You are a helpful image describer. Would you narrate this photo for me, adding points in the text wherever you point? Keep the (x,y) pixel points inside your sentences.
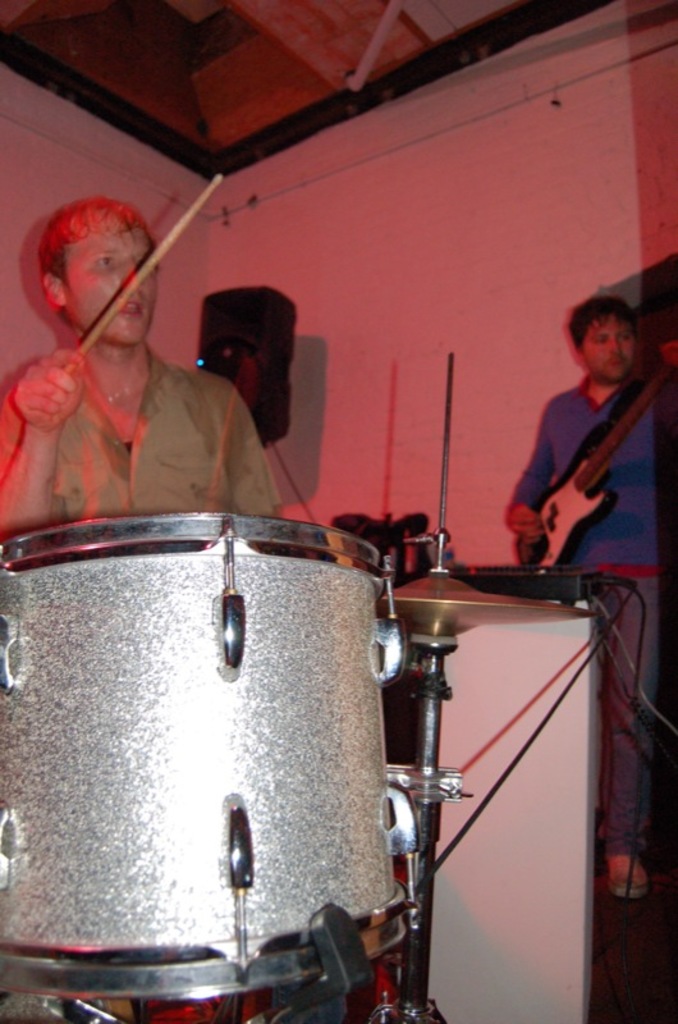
In this image on the left side (82,316) there is one person (96,364) who is standing and he is holding a stick (123,297) it seems that he is drumming in front of him there is one drum (156,668). On the right side (643,555) there is one person (591,376) who is standing and he is holding a guitar (581,497). On the top of the image (357,195) there is wall (354,188) and on the middle of the image (270,376) there is one speaker (250,373).
